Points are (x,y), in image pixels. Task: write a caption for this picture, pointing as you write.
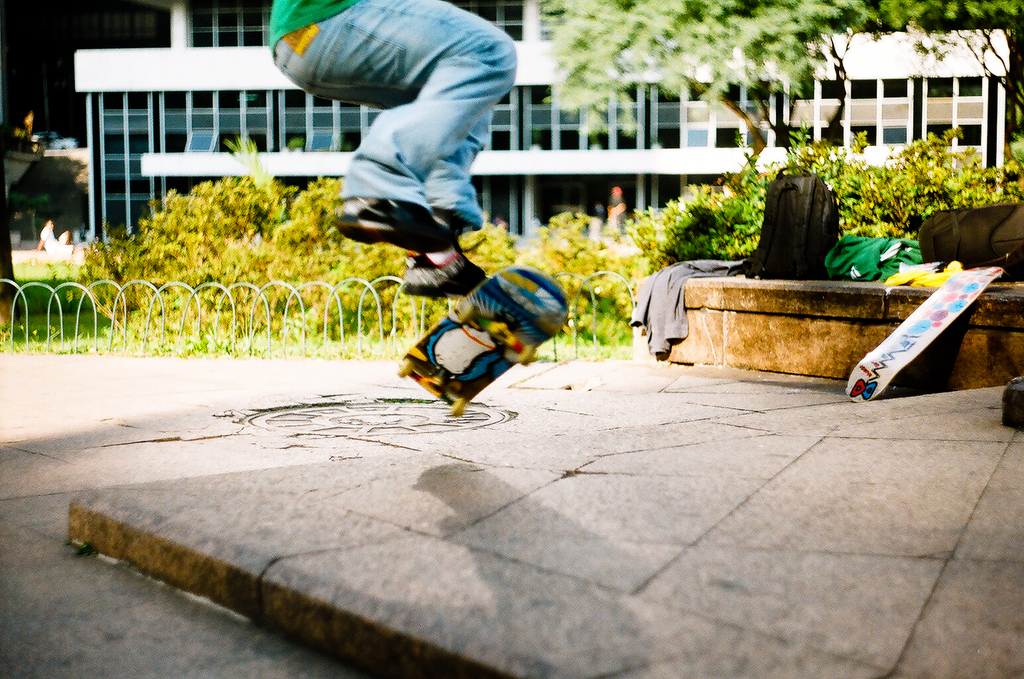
In this image we can see a building (719,149) in the background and trees (800,29) in front of the building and a person (455,249) on the skateboard (484,309), there is a backpack (786,244) and some objects (932,313) on the ground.
